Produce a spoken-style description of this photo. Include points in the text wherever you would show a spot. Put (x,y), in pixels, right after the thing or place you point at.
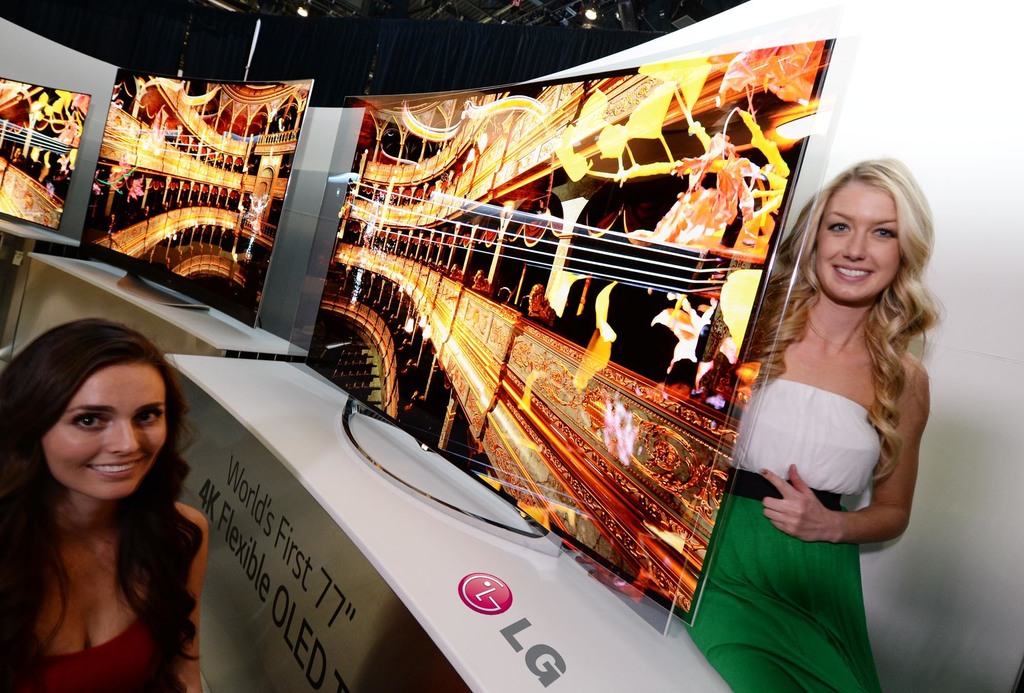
In this picture we can see the television screens (560,270), beams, lights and tables (249,673). On a table (262,676) we can see text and a logo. We can see women (738,661) and they are smiling.
